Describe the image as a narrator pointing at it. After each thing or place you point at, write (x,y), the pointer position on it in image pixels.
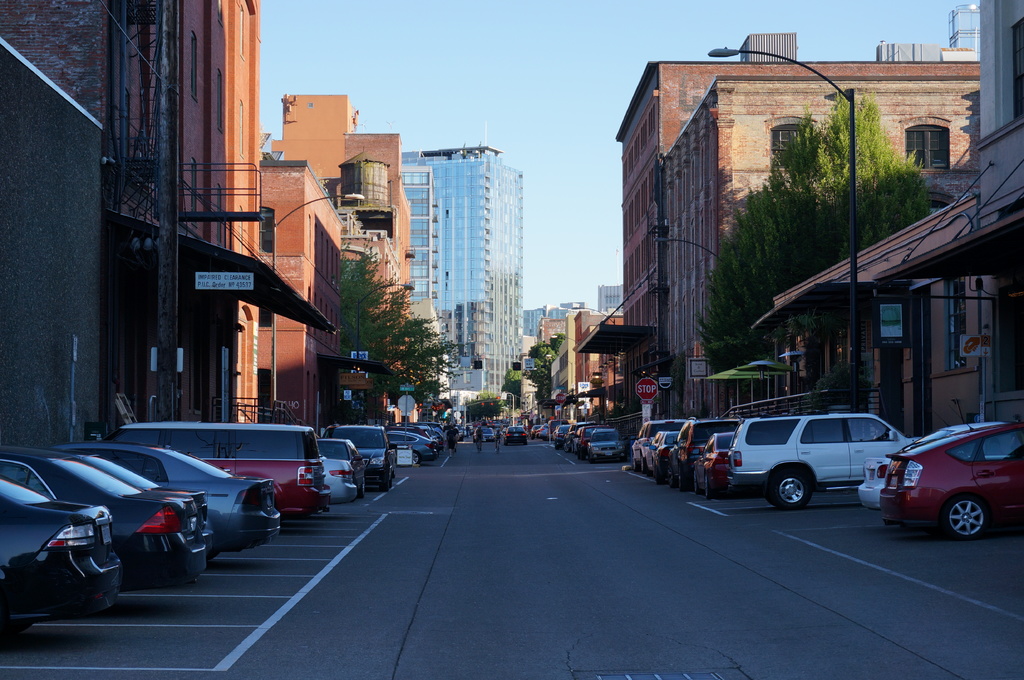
This is an outside view. At the bottom of the image (519,507) I can see the road (457,656). There are many cars (314,446) on this road (390,537). In the background (500,442), I can see two persons (499,434) are riding the bicycle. On the both sides of the road (433,650) I can see the trees (395,338), building (358,256) and poles (850,306). At the top of the image (445,56) I can see the sky (428,35).
